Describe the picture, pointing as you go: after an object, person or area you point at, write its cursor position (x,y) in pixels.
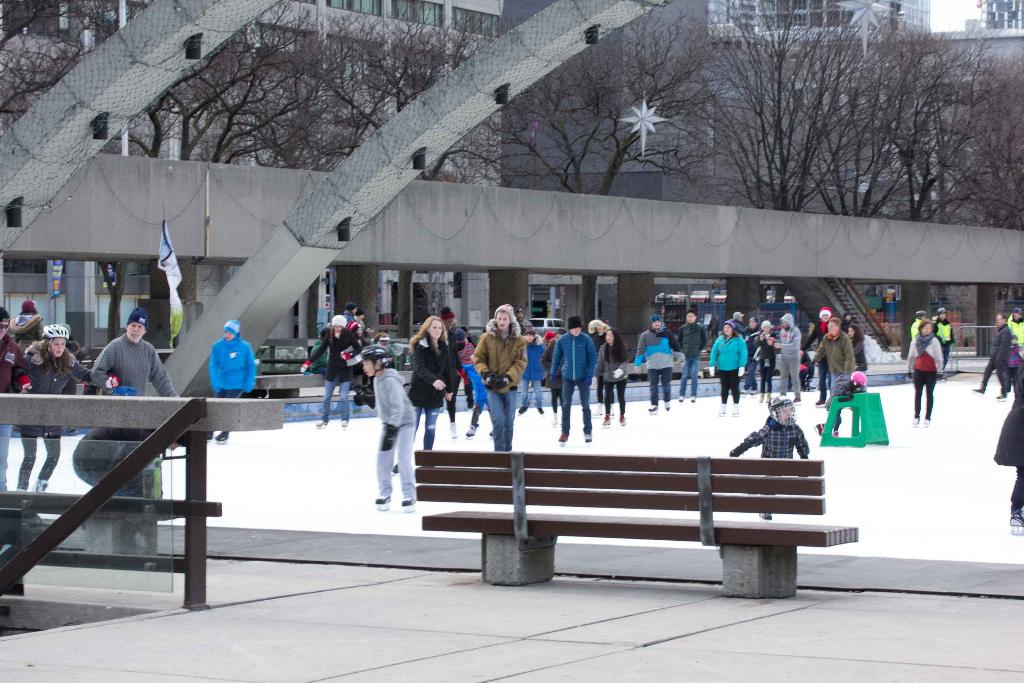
Most of the persons (493,347) are skating on a ice (700,428) with skating shoes (475,425). We can able to see bare trees (647,72) and buildings (352,14). In-front of this person's (852,388) there is a bench (564,482).
